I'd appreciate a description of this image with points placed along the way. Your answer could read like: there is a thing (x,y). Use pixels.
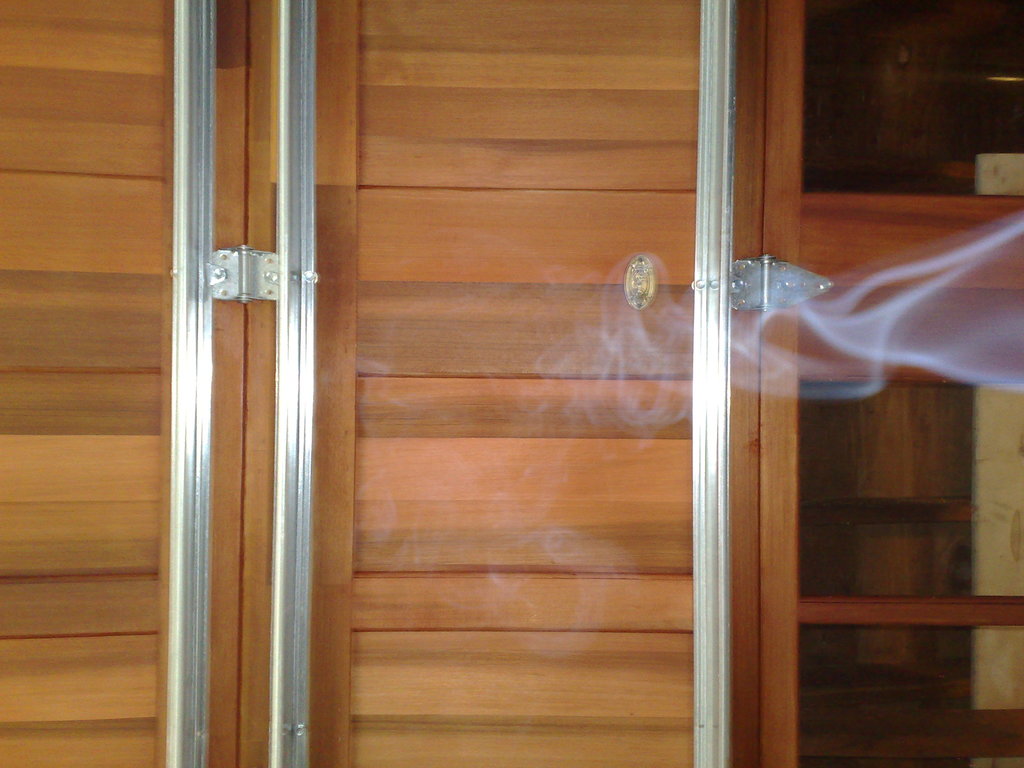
In this image there is a wooden door (499,315). On the right side of the image (816,350) there is smoke (909,324).
